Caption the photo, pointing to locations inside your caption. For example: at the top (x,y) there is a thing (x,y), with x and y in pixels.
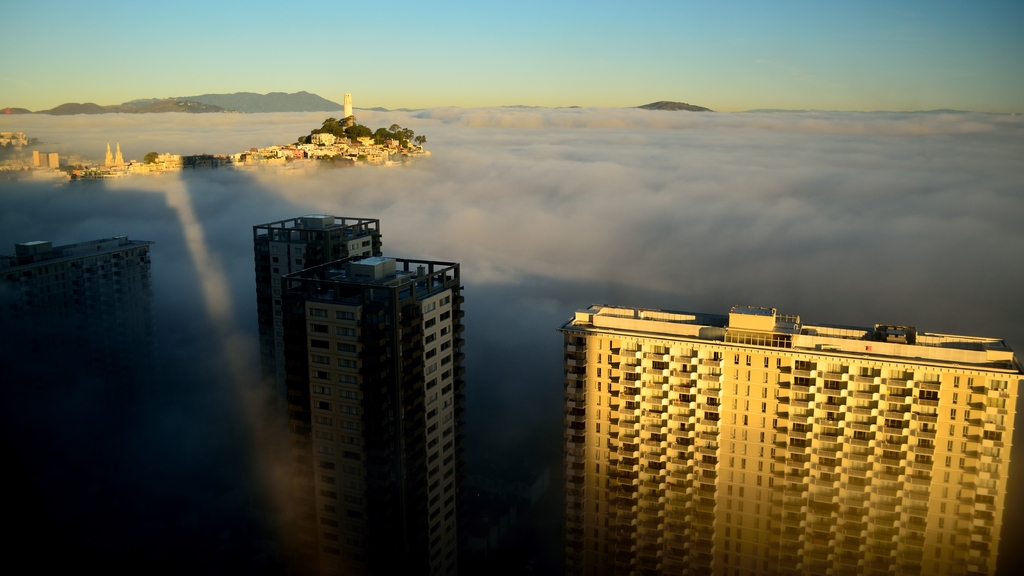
As we can see in the image there are buildings (348,413), trees (357,134) and in the background (256,101) there are hills (260,101) and on the top (313,16) there is sky (164,16).
